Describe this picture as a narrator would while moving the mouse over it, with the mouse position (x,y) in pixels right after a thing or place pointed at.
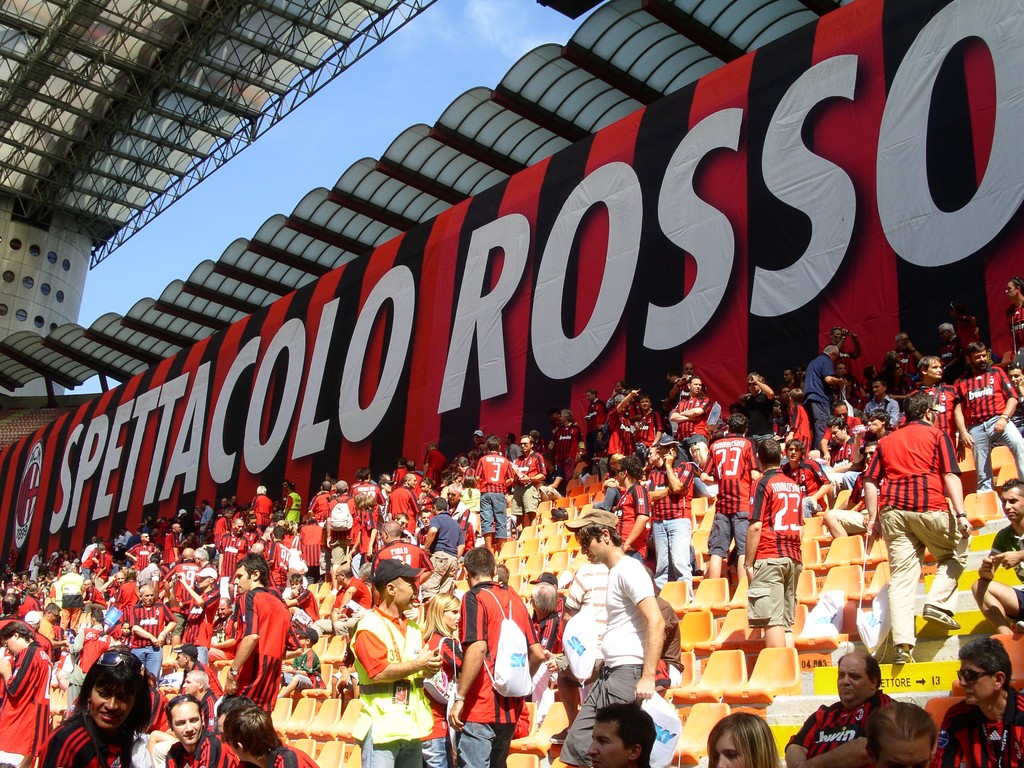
In this image I can see people (230,623) among them some are standing and some are sitting on chairs (678,691). I can also see some of them are carrying bags (503,631) and holding some objects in hands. In the background (303,193) I can see the sky (293,124) and something written on the wall (428,316).
